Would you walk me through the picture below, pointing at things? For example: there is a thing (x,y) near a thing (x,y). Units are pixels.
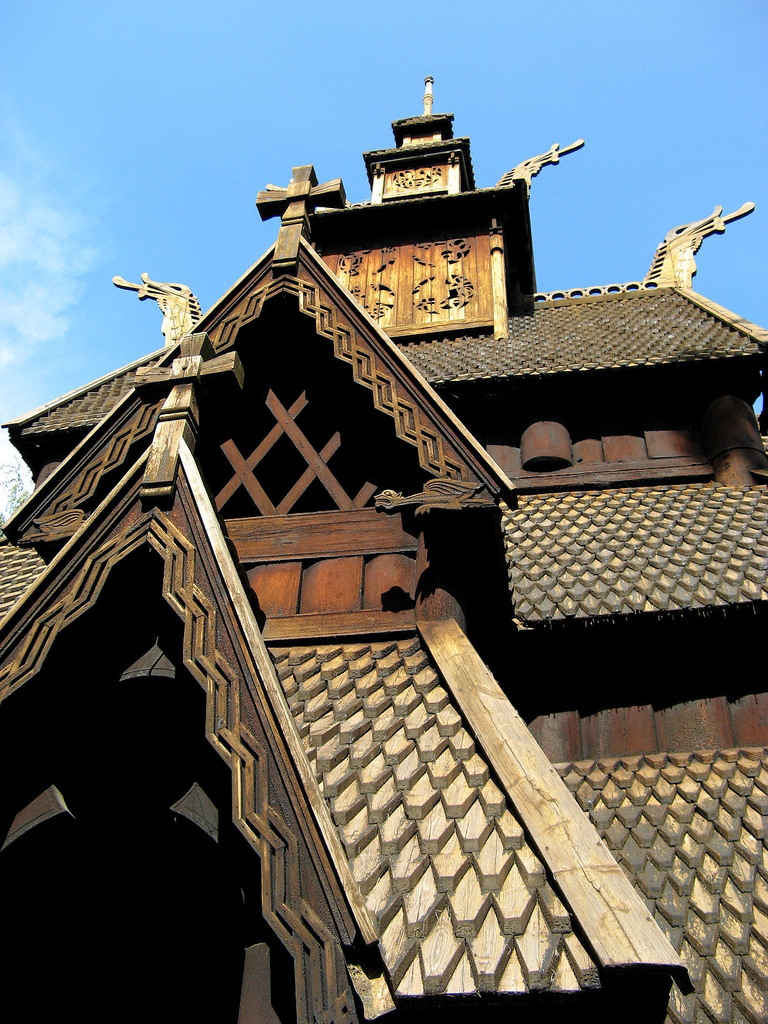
In this image we can see a buildings (377,331) and sky (31,317) with clouds (31,317) in the background (391,136).
